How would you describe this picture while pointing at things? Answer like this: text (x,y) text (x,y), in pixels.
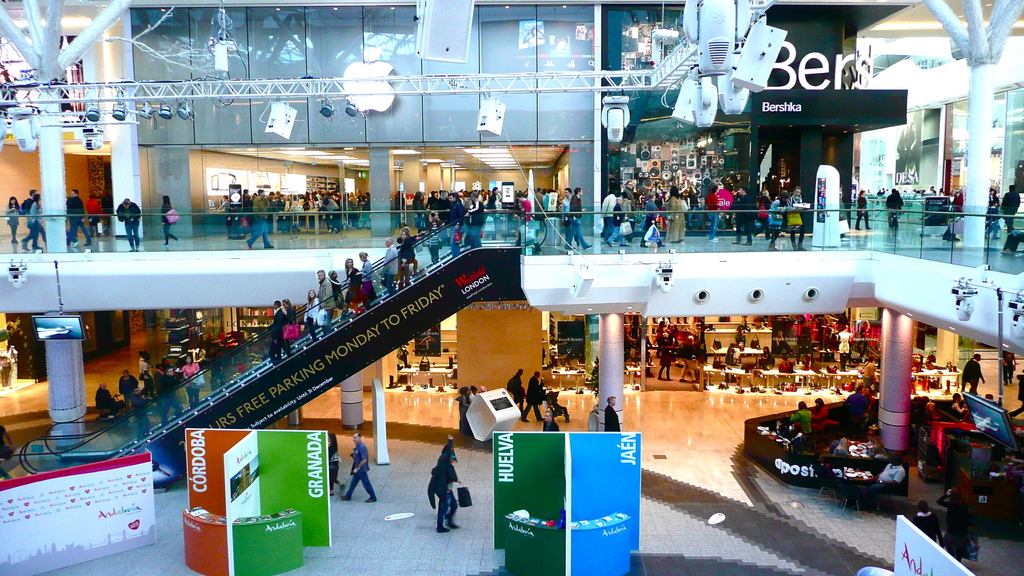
In this image I can see group of people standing and few are wearing bags (652,239). I can see stairs (413,329), pillars (896,357), boards (535,489) in different color. I can see few stores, boards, screen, chairs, tables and glass fencing (785,239). Top I can see lights (166,115), poles (215,94).
